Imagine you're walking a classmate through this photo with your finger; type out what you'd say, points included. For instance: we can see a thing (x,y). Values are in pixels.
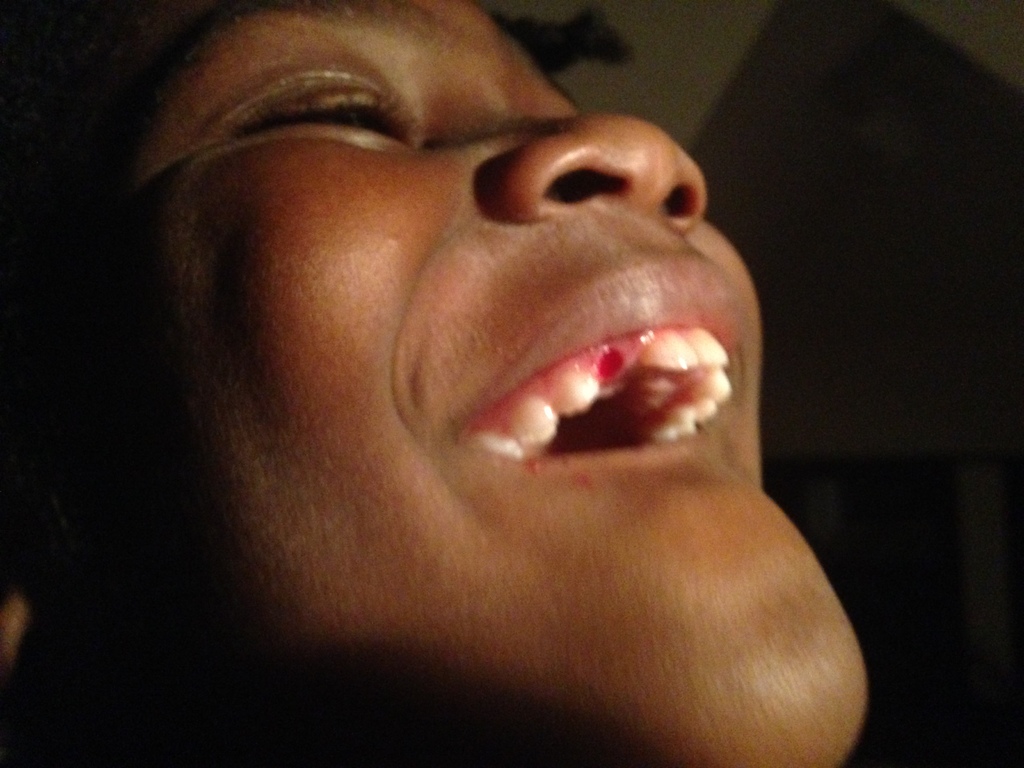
In the center of the image (347,314) there is a person (473,434). In the background (771,90) there is wall (731,127).
